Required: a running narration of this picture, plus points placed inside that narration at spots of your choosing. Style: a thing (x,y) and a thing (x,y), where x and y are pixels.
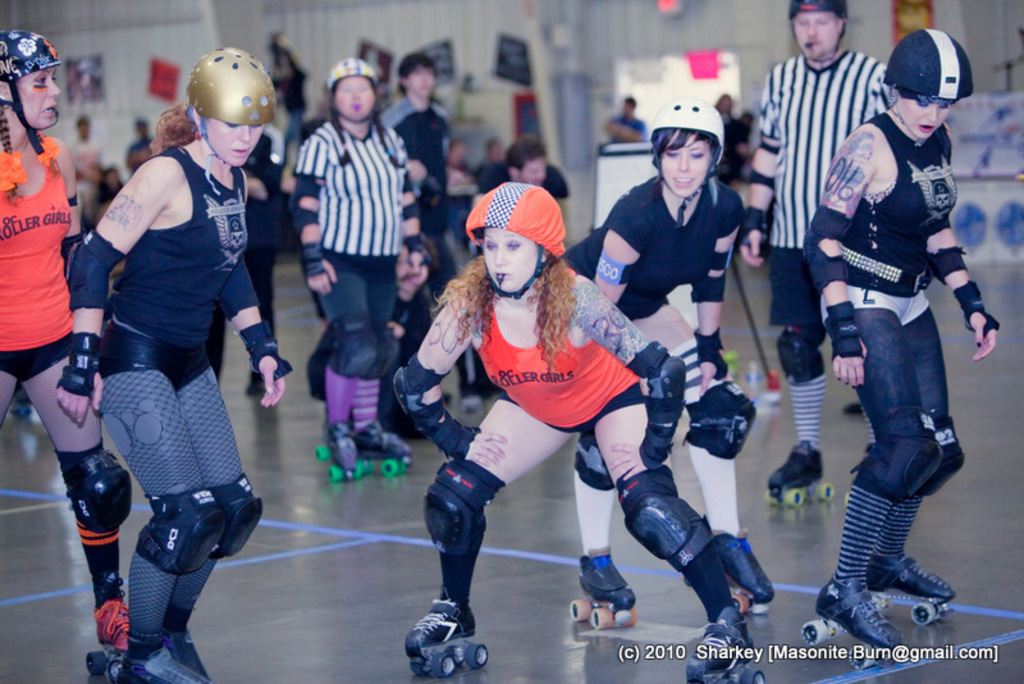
There are six women (678,398) who are wearing helmets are skating. Behind them, we see people (528,149) watching them. Behind them, we see a white wall (218,47) on which many posters (161,62) and charts (518,112) are pasted.
